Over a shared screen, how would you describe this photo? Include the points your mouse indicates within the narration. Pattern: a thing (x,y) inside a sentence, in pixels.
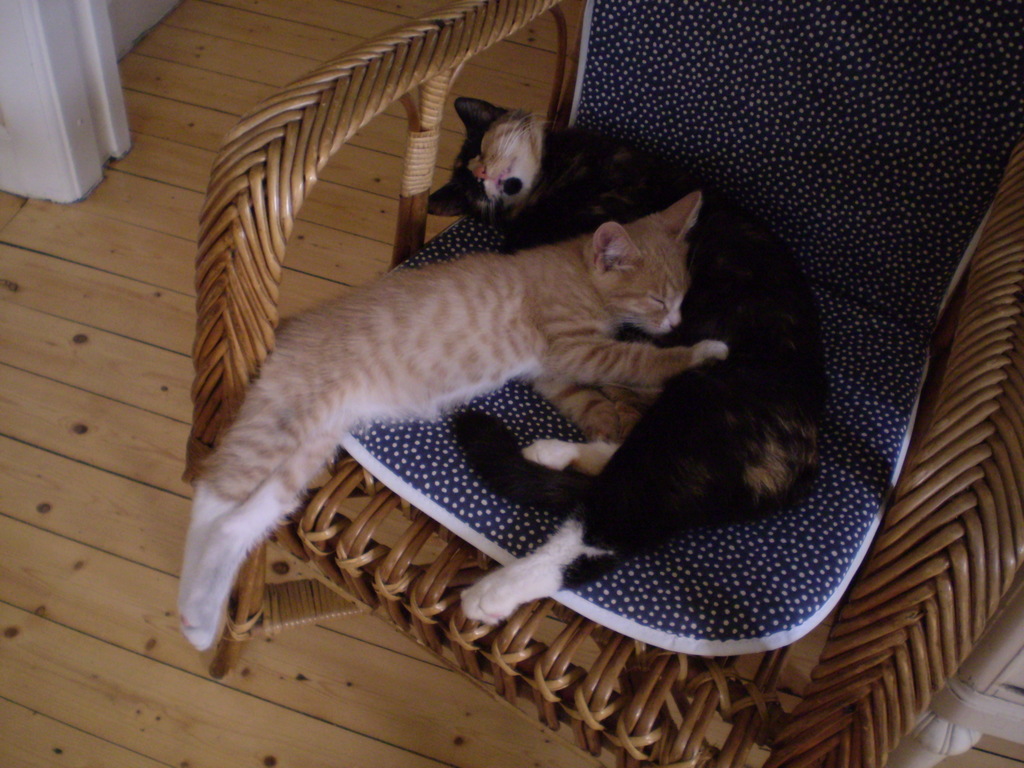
In this image there is a chair (411,558) and we can see a cushion (941,119) placed on the chair (803,570). There are cats (576,372) on the chair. In the background (149,359) there is a floor (143,355).
